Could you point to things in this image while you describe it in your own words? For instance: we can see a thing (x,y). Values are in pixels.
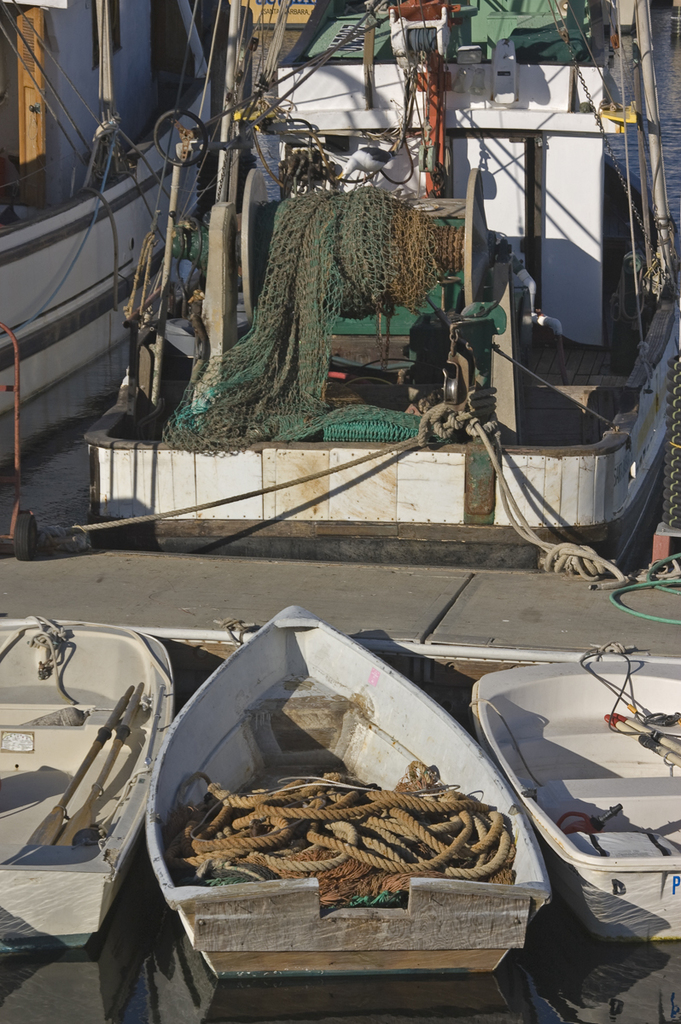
In the center of the image (376,547) there is a boat (398,348) and also we can see the rope (261,796), wire (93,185) are present. At the top right corner (671,97) water (670,88) is there. At the top left corner (33,96) door (32,100) is present.
